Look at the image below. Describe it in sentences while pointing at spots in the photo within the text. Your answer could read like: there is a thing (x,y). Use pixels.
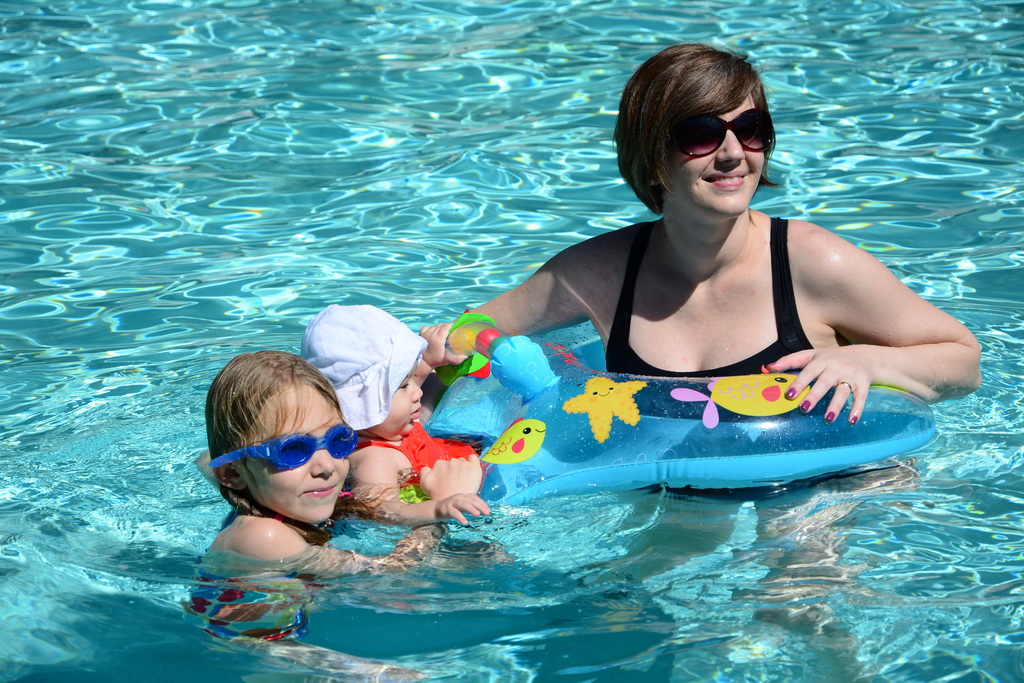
In the picture we can see a pool (449,621) with a woman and two children (279,618) in the water (187,342) and woman (729,349) is smiling.
